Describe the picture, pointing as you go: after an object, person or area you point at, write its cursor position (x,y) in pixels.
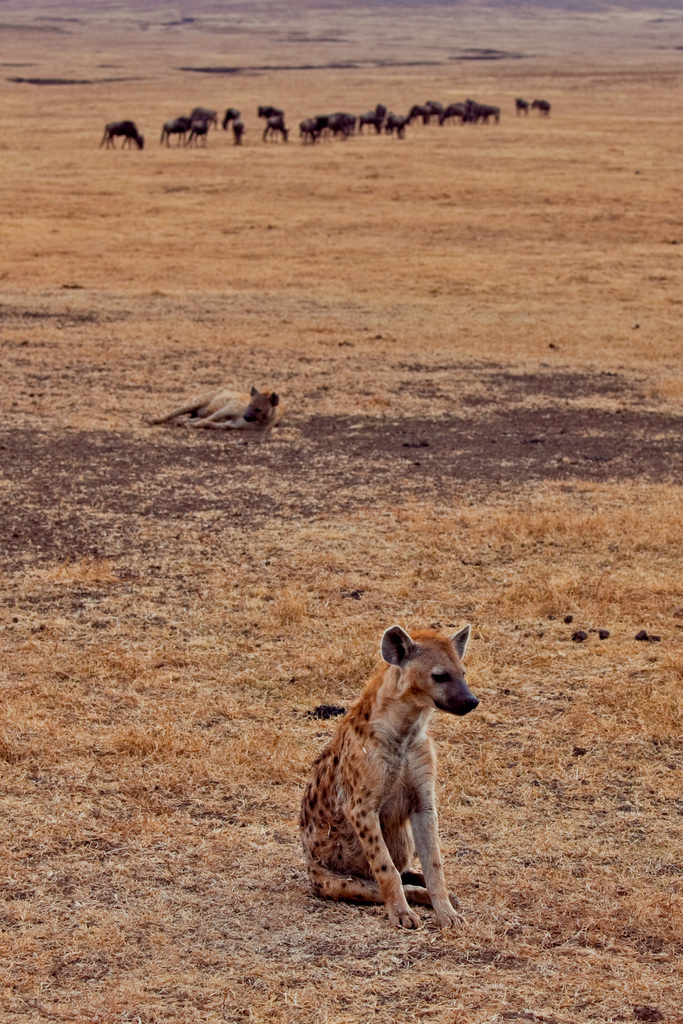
In this picture I can observe a hyena (379,754) sitting on the ground (441,797) in the bottom of the picture (355,743). In the background (189,120) I can observe some animals (332,124) on the ground (522,135). I can observe an open land (402,149) in this picture.
